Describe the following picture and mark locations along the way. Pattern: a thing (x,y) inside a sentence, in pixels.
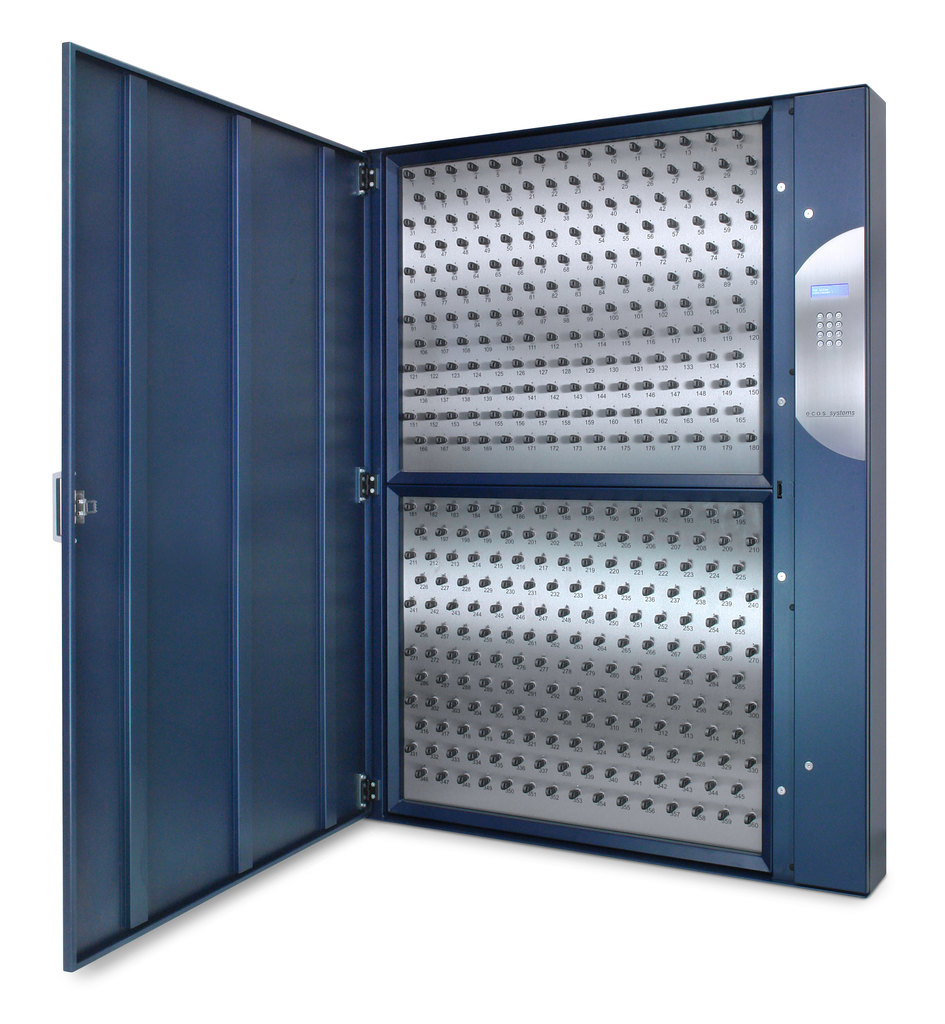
In the middle of the image (530,485) there is a cupboard (562,329).
